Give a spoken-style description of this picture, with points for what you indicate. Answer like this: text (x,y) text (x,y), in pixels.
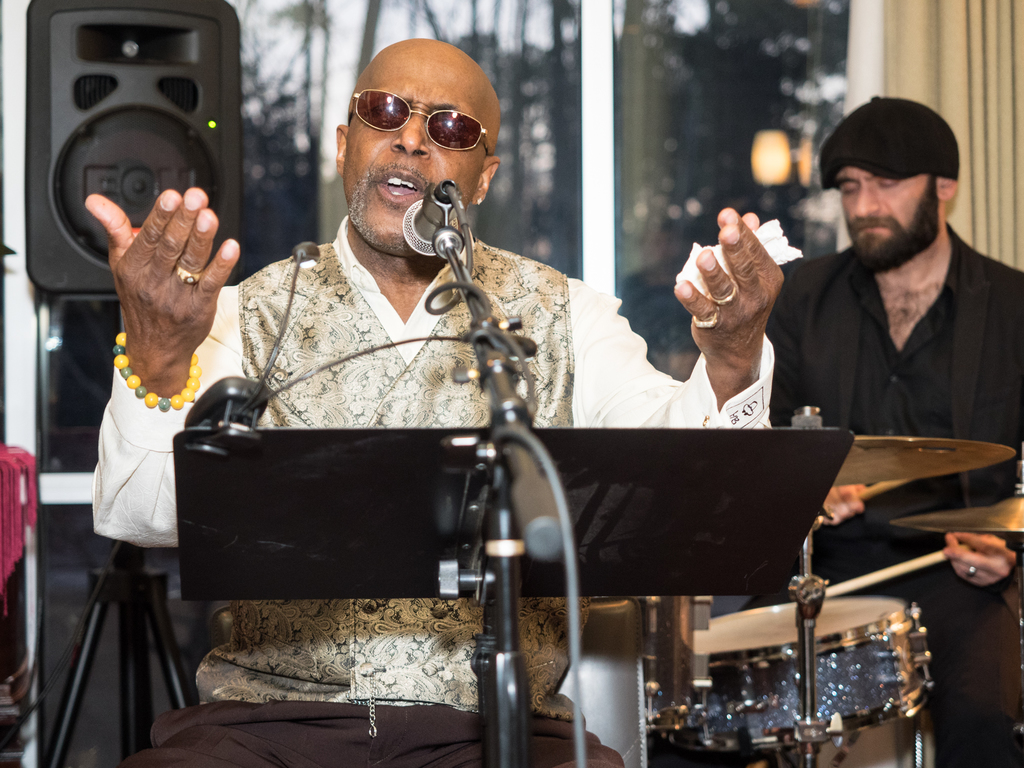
This 2 persons (505,291) are sitting. This person (334,683) is singing in-front of mic (406,222), this person (911,367) is playing a musical instrument (935,466). This is a board (269,594). A sound box (107,171) with stand (117,551). A window (543,160) with curtain (936,63). Far there are trees (712,50).
